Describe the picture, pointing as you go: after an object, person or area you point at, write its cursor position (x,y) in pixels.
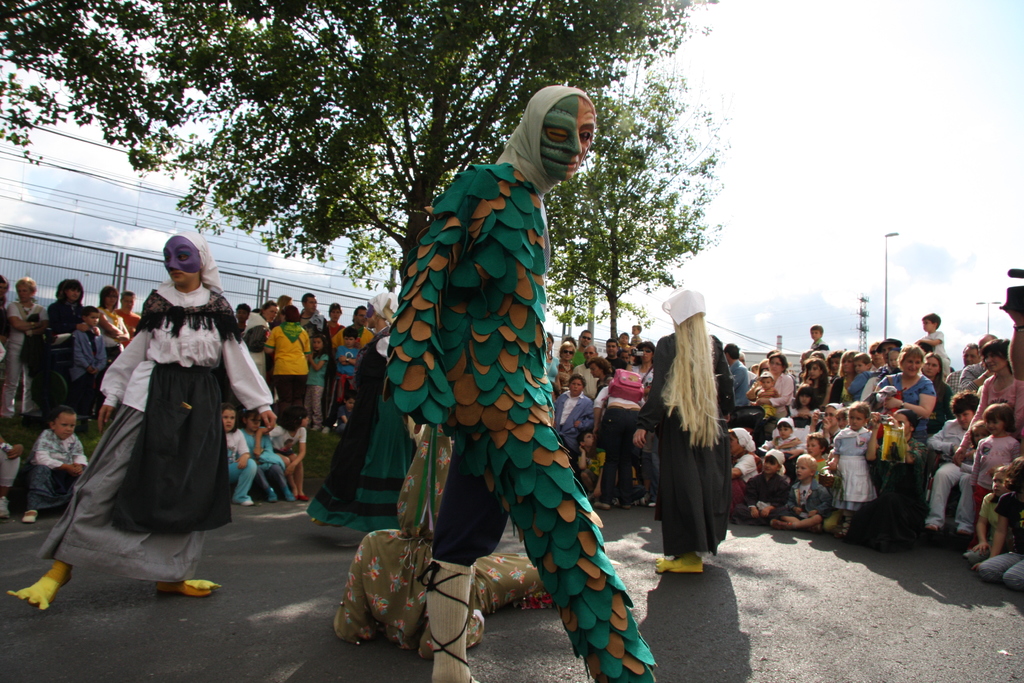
In front of the image there is a person (479,390) holding some object (404,620). Behind him there are three people (663,358) wearing a costume (679,507). In the background of the image (775,432) there are a few people (595,423) sitting and there are a few people (976,375) standing. There is a metal fence (36,248), tower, light poles (887,287), trees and a building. At the top of the image (888,80) there are clouds (910,124) in the sky (908,141).
